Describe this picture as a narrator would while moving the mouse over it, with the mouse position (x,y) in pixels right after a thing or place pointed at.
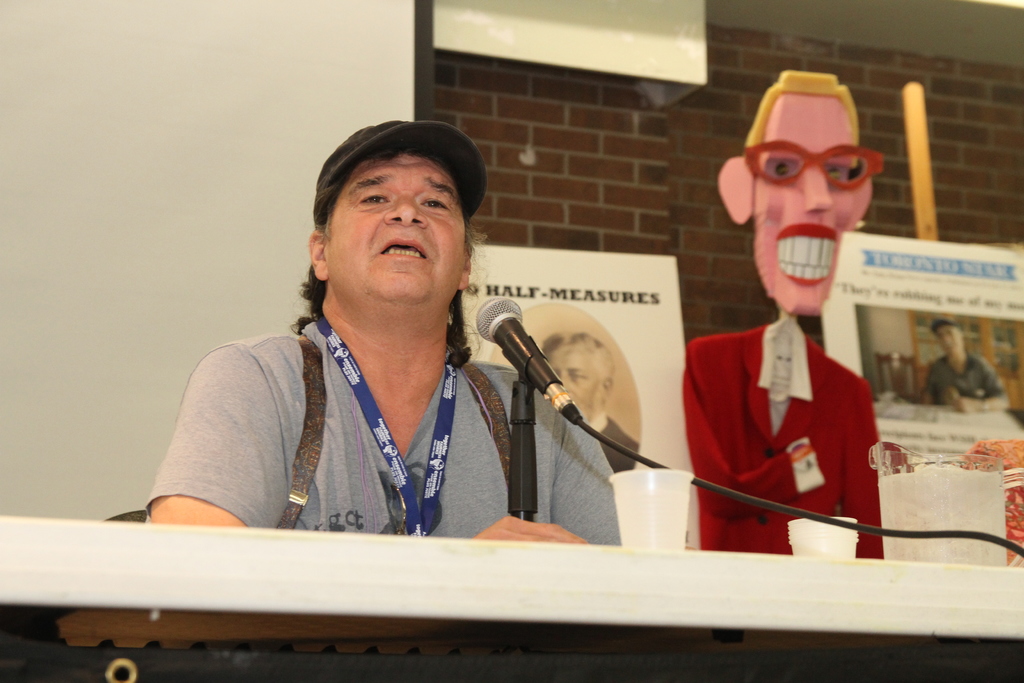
In this image I can see a man (269,511) and I can see he is wearing grey colour t shirt (220,450), a cap (337,178) and around his neck (352,324) I can see a blue colour thing (433,451). In the front of him I can see a mic (508,489), few glasses (802,545) and a white colour thing (310,601). In the background (628,426) I can see a doll (748,330), few posters (581,314) and I can see this doll (759,422) is wearing red colour dress (745,439). On these posters (621,304) I can see something is written.
